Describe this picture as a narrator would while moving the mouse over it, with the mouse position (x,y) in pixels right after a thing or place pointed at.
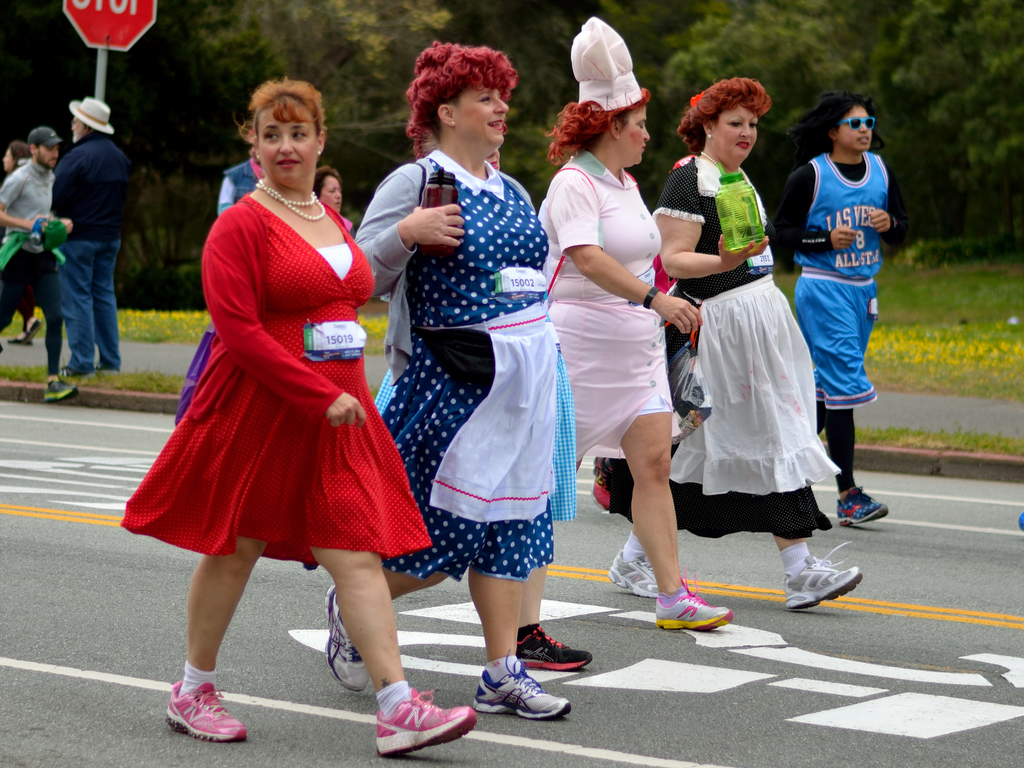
In this image we can see few people (716,213) walking on the road (726,764) and we can see a sign board (126,12) and there is a man (111,243) standing near the sign board (81,38). There are some trees (211,24) and grass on the ground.
